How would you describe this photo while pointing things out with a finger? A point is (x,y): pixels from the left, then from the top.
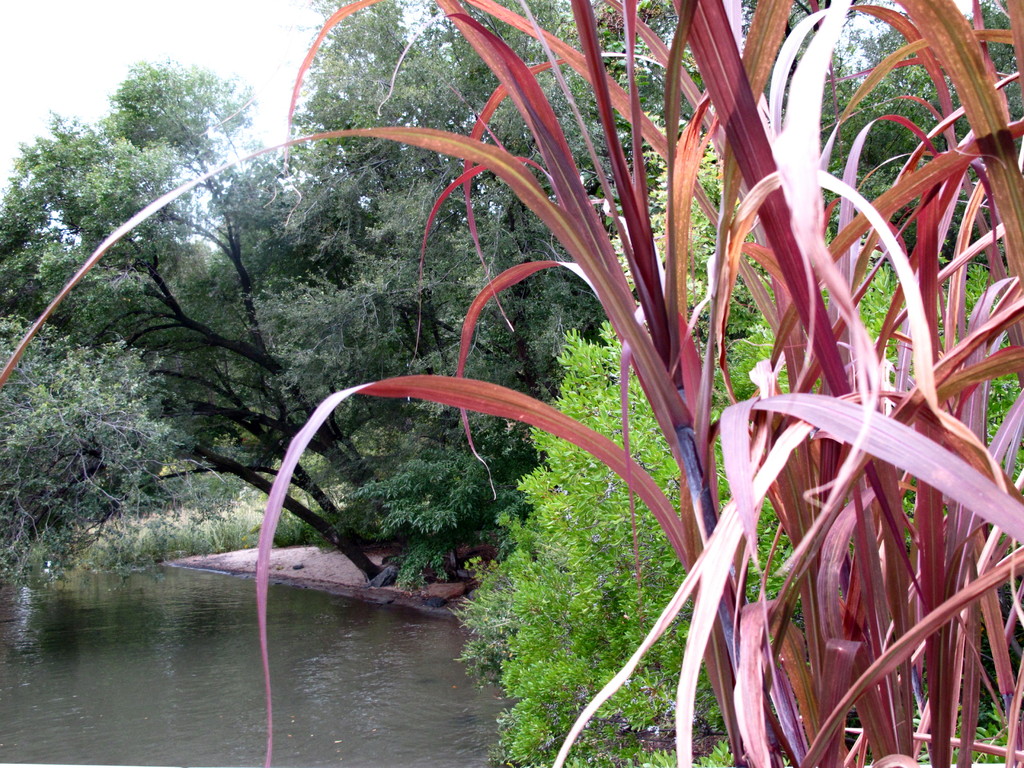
In the picture I can see the trees (160,321) and plants (718,533). I can see the lake (333,610) on the bottom left side of the picture (313,610).
